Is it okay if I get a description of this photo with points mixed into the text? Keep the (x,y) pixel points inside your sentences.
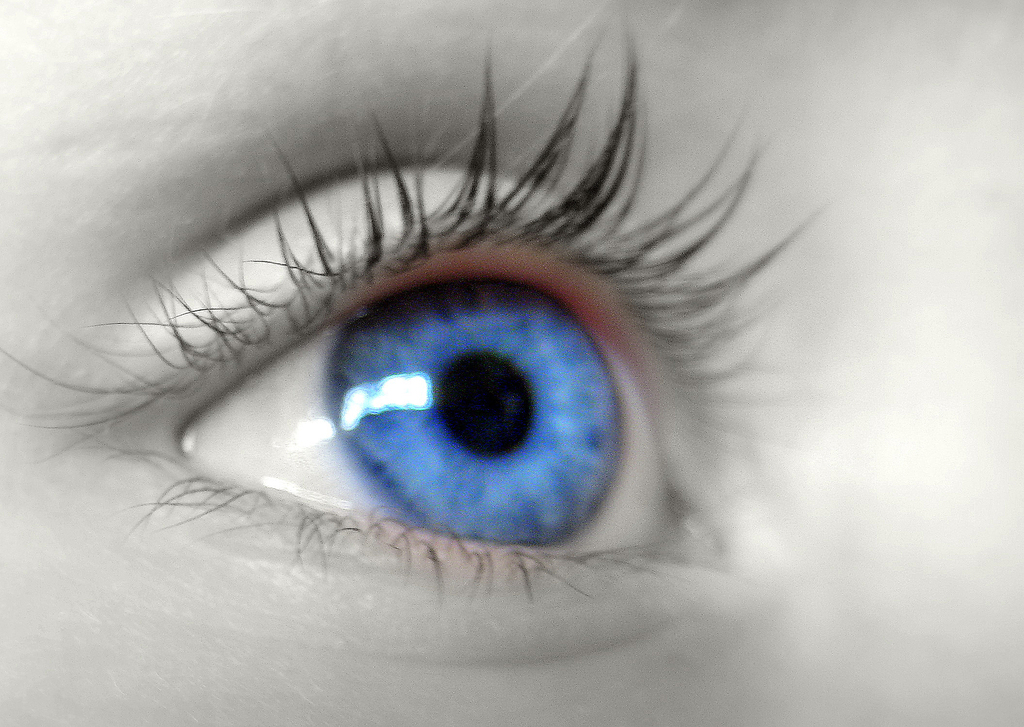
In this image we can see the human eye (416,328).
